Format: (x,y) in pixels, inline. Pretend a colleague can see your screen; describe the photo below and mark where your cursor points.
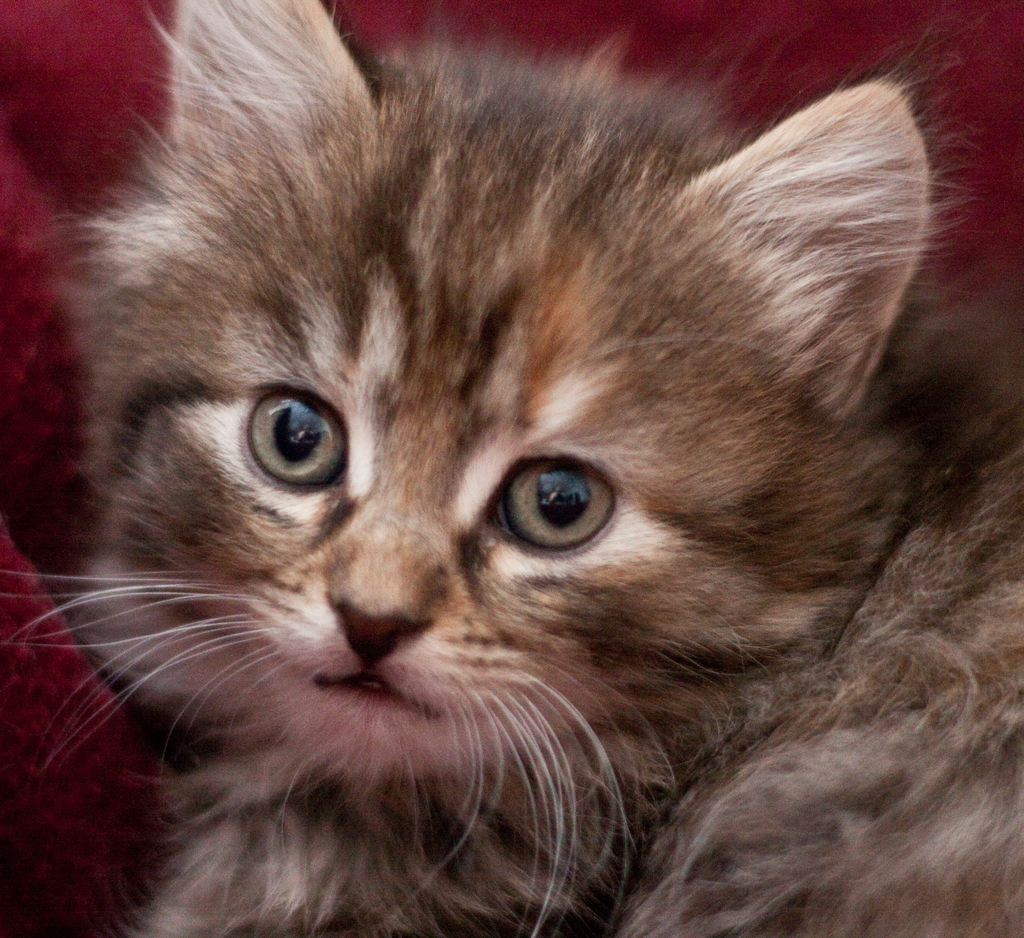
In this image we can see a cat (594,717). The background of the image (44,53) is maroon.
